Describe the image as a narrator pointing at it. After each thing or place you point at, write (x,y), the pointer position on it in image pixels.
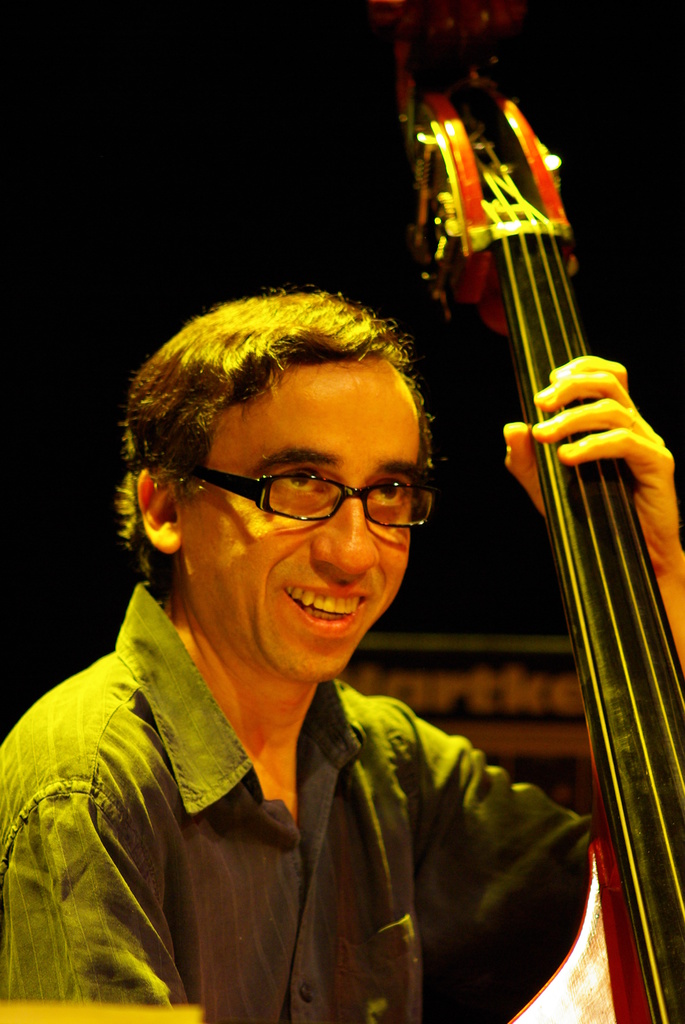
In this image, I can see the man (250,980) smiling and holding a musical instrument (606,780). The background (101,308) looks dark.
